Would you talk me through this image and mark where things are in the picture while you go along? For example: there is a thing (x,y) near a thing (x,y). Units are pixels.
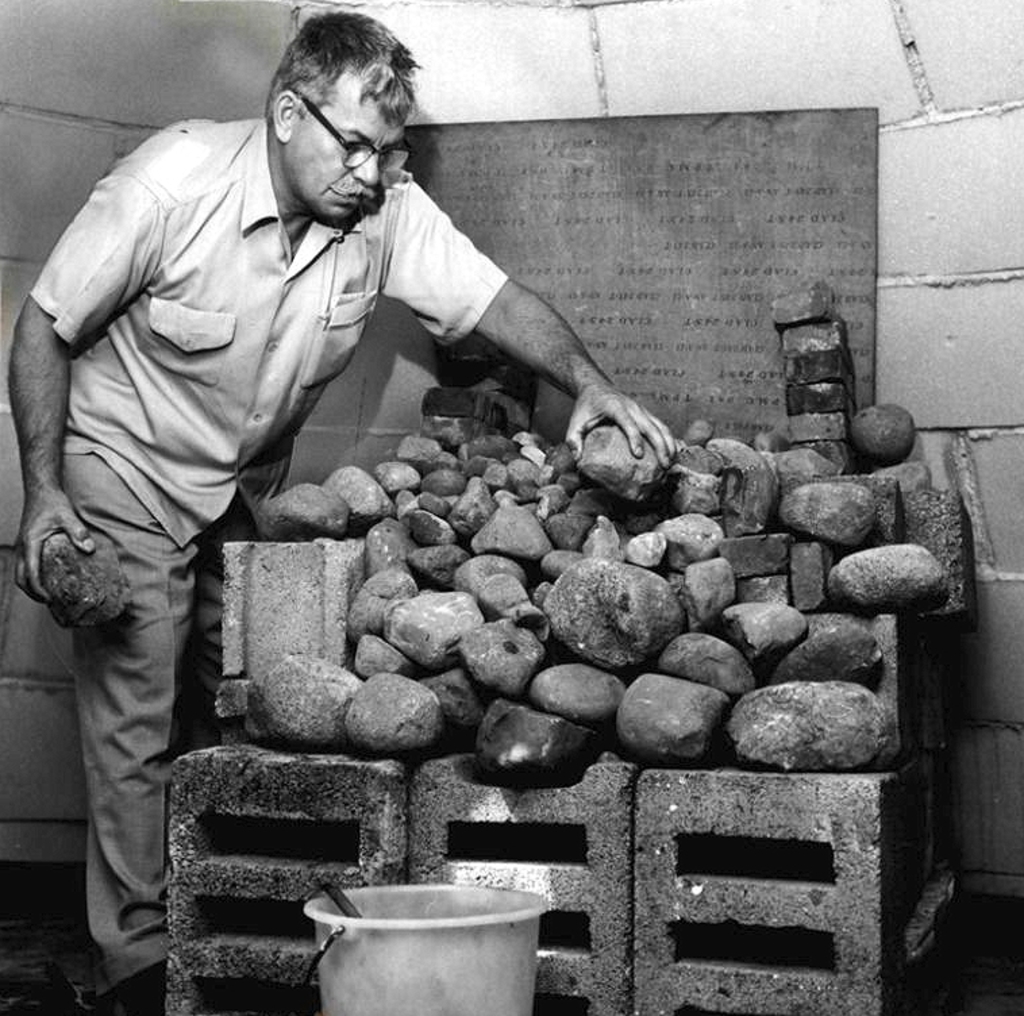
In this black and white image, we can see a person (459,284) wearing clothes (197,474) and holding rocks (86,574) with his hands (586,402). There is a bucket (394,927) at the bottom of the image (439,927). There are some rocks (468,449) in front of the wall (844,99).
